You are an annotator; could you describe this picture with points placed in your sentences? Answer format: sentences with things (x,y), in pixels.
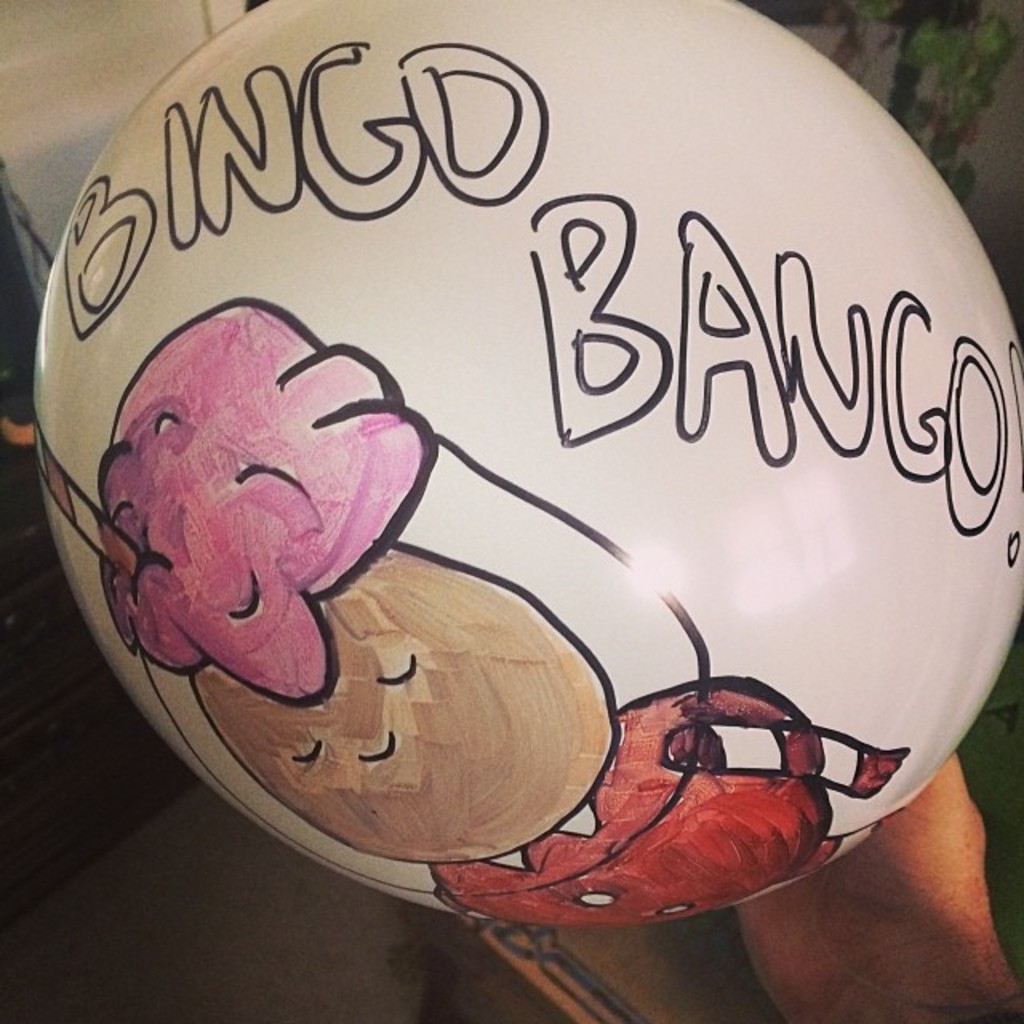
In the foreground of this image (508,420), there is sketch (457,635) on a white balloon (840,580) and it is holding by a person (908,939). In the background (270,940), there is the floor (255,906) and few objects (845,44).
